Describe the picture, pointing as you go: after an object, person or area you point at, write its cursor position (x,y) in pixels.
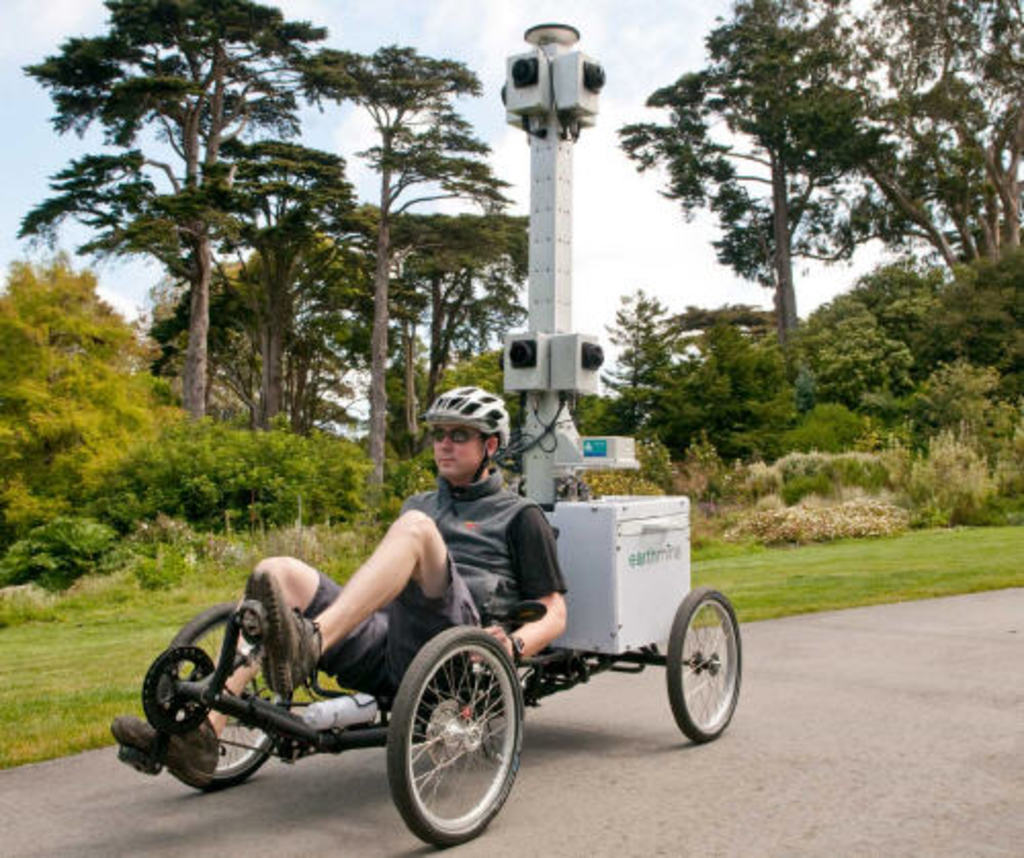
In the center of the image (461,460) there is a person (487,480) riding a cart (295,745). In the background of the image (359,489) there are trees (133,399). There is grass (86,646). At the bottom of the image (700,773) there is road (778,773).
